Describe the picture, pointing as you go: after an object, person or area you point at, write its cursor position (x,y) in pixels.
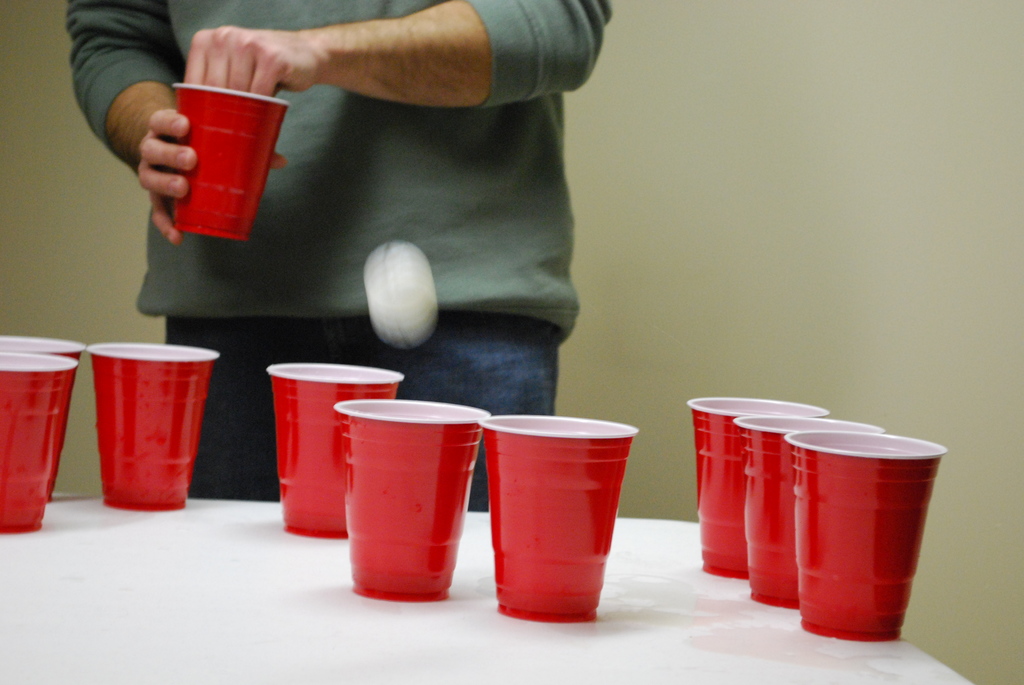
In this image there are a few plastic cups (430,483) on a table (249,536), in front of the table (214,541) there is a person (245,283) standing and holding a cup (219,140) in his hand (255,72). There is a ball (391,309) in the air (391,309).
